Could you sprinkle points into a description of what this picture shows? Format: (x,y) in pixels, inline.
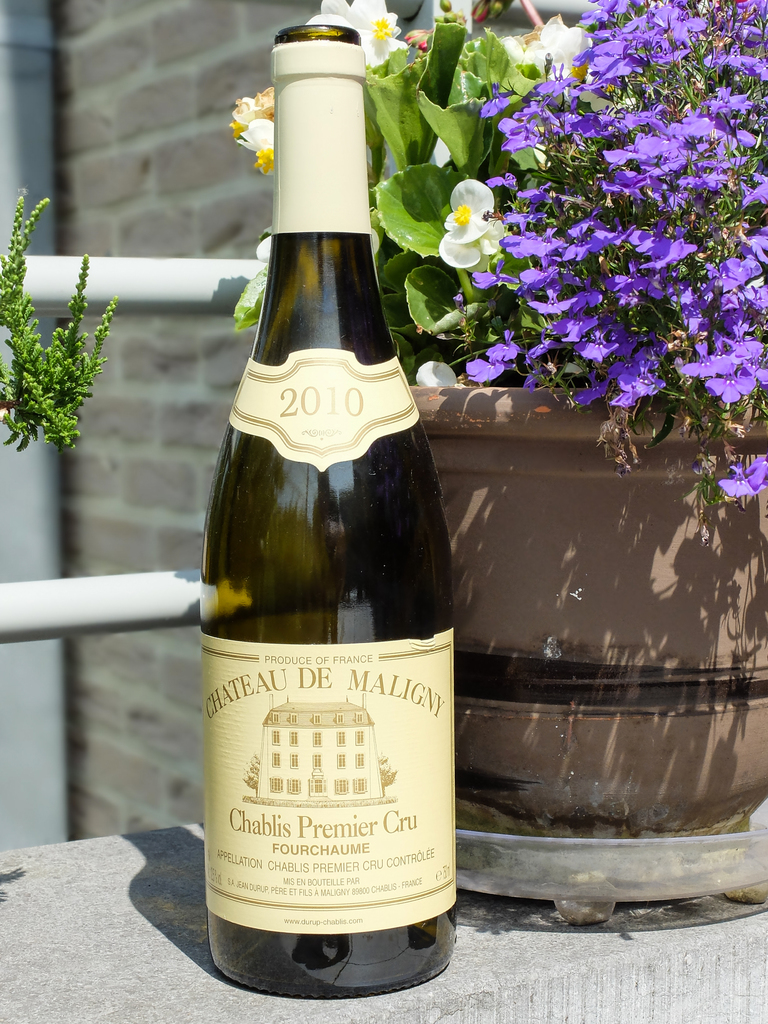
In this image, In the middle (315,382) there is a bottle (237,596) which is in black color, In the right side (549,563) there is a flower box (578,483), There are some flower (646,173) in blue and green color, In the left side (51,419) there is a green color plant (35,357).
